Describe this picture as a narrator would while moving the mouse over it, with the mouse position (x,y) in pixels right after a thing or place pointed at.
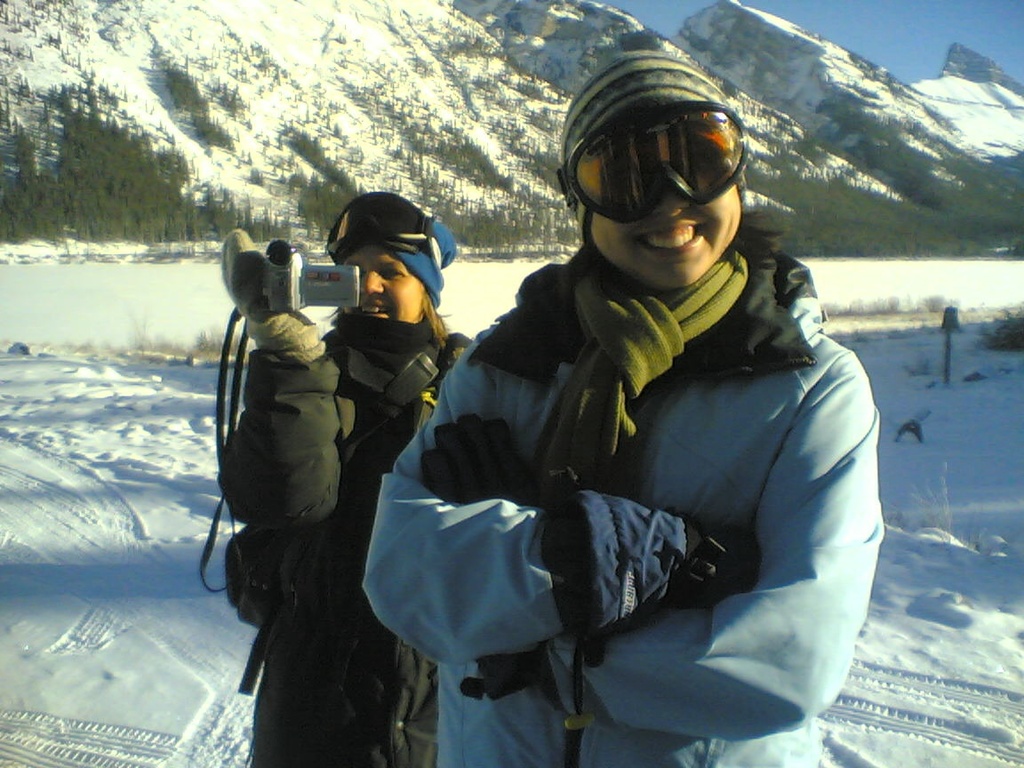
In this image we can see two persons (779,570) standing on the snow (189,422). One women (421,399) wearing a bag (386,395) and holding a camera (297,272) in her hand (267,313). Other women (515,409) is wearing a scarf (644,317) and goggles (706,176) and a cap (625,96). In the background (62,195), we can see group of trees (81,165), mountains (264,95) and sky (865,26).
